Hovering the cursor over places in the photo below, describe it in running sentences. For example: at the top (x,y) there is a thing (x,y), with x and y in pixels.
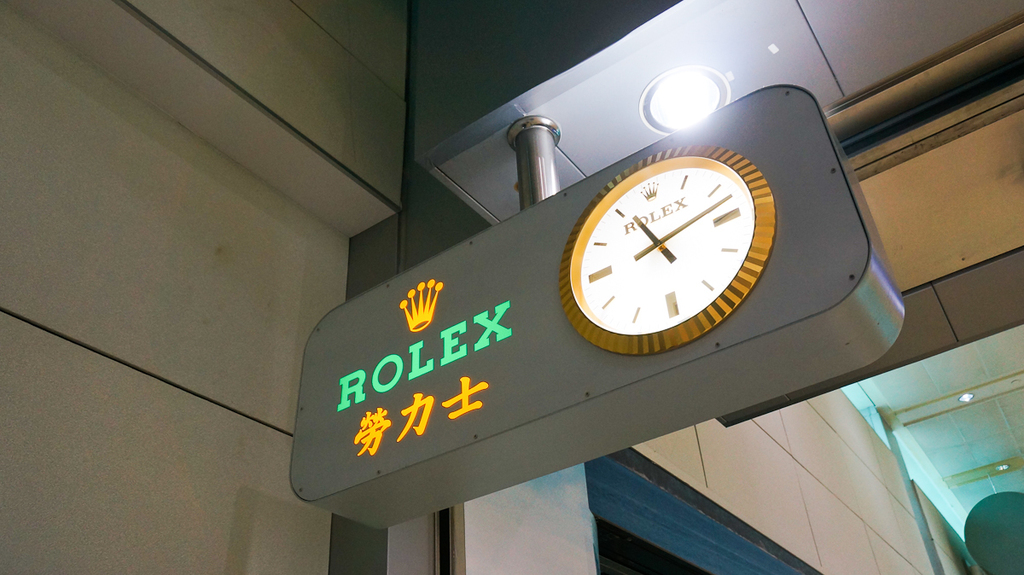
In this picture I can see a board (555,358) with a clock (580,276) and text (375,416) on it, at the top (711,117) there is a light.
